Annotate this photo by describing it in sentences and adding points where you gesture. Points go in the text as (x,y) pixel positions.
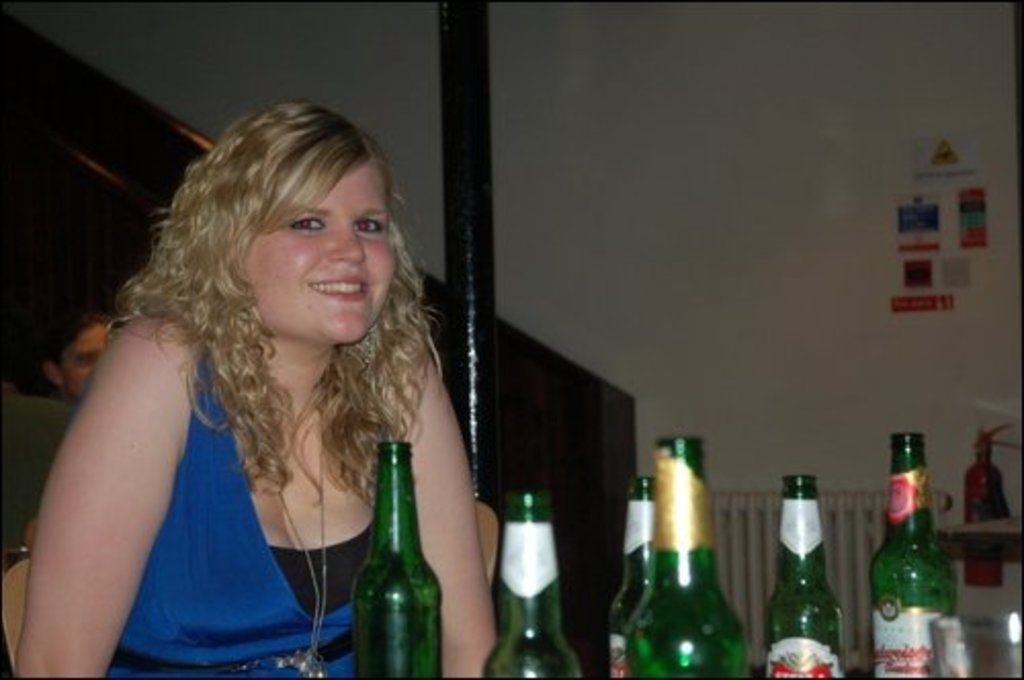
A girl (237,510) wearing a blue dress (195,596) is smiling. There are some bottles (553,591) in front of her. There is a pillar (463,203) in the room (466,194). In the background (732,536) there is a radiator (741,552) and fire extinguisher (995,474). There are some notes (920,228) on the wall (952,230).
